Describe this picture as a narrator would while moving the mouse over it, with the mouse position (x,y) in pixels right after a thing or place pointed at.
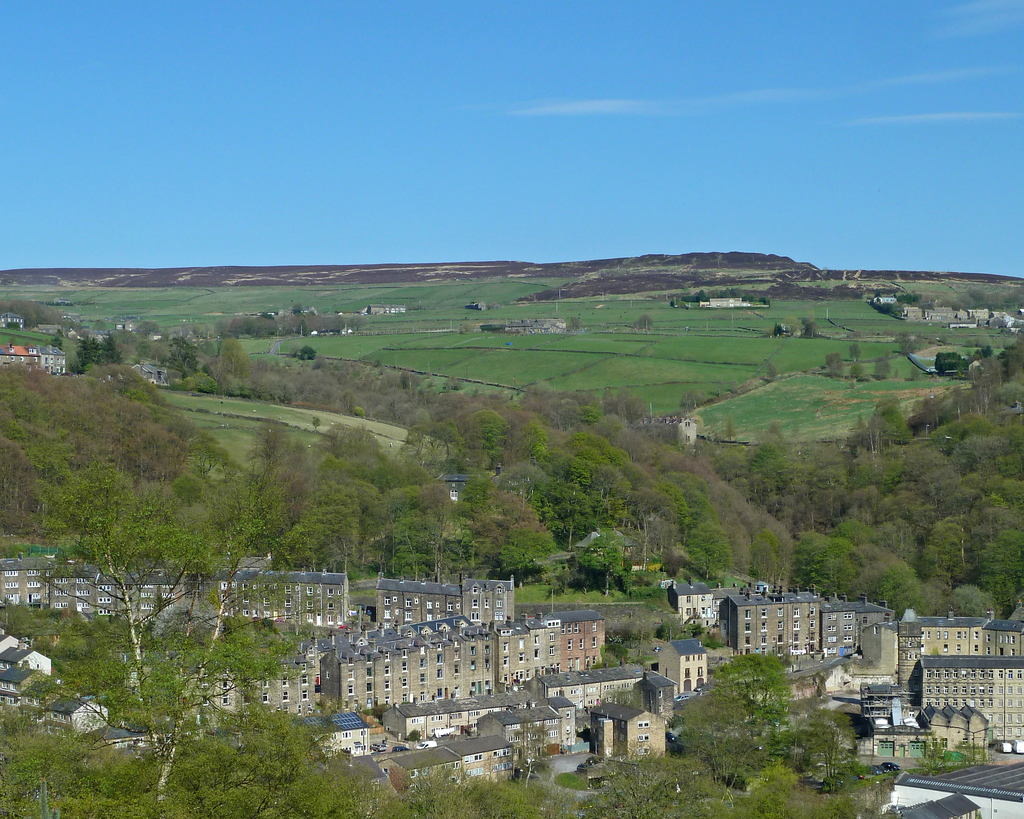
In this image we can see many trees (139,655). There are many buildings (961,638) in the image. We can see the sky (115,132) in the image. There are few vehicles (1021,753) in the image. There is a grassy land (629,362) in the image.
